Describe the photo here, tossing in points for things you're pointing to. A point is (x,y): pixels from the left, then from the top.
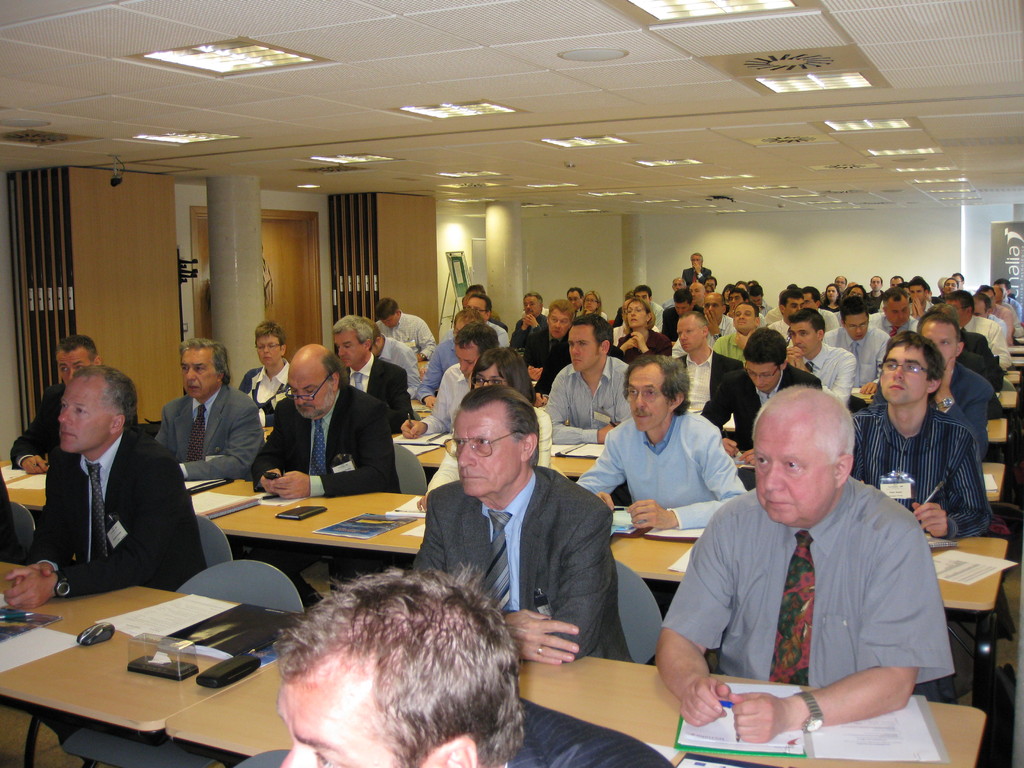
The image is taken inside a room (198,560). There are many people (950,511) sitting on a chair (272,594). There are tables (409,542). There are books (237,648), pens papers (781,741) placed on a table (985,605). There are chairs (635,626). There is a pillar (223,257). On the top of the roof (415,160) there are lights (338,160) in the background (793,248) there is a wall (921,265) and a board (1011,248).
